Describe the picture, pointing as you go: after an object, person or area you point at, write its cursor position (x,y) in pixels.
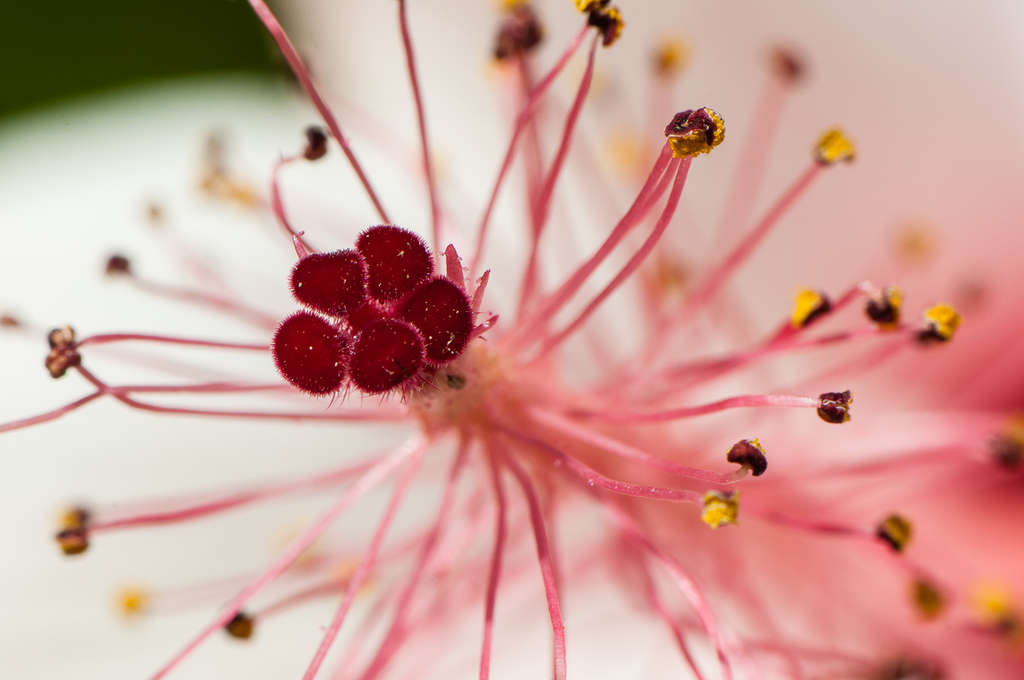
In this picture we can see a flower (263,352) with stamens (529,117) and stigma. Behind the flower (134,122), there is the blurred background (132,55).
